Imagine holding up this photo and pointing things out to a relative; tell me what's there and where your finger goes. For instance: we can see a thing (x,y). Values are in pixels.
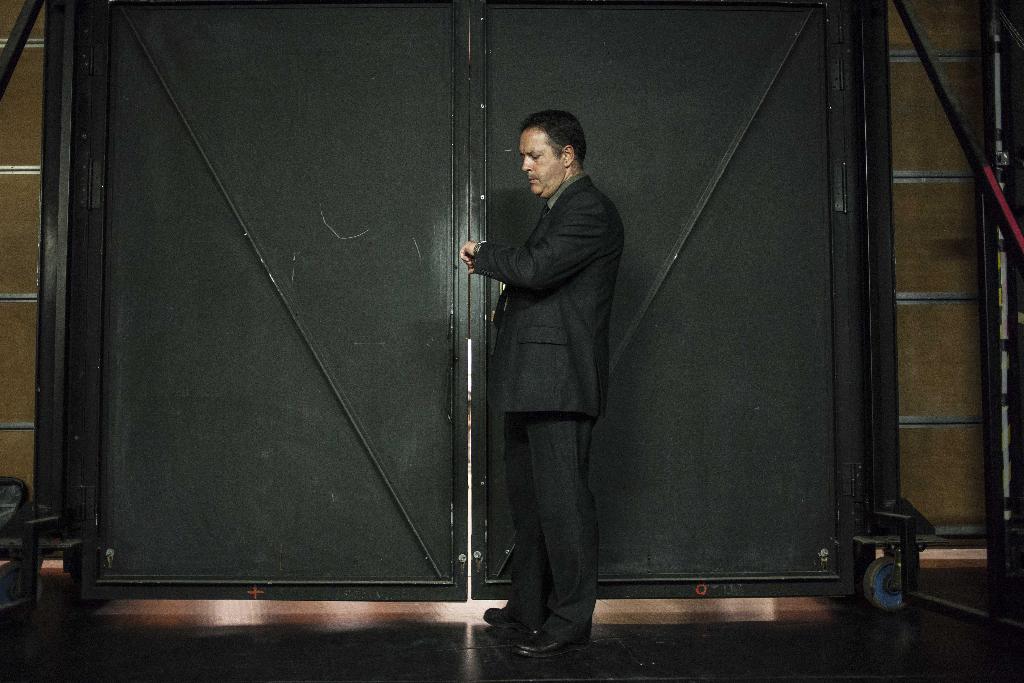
In this image there is a man (524,397) standing. There is a floor (443,641). There is a black color gate (864,493). There is a wall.
